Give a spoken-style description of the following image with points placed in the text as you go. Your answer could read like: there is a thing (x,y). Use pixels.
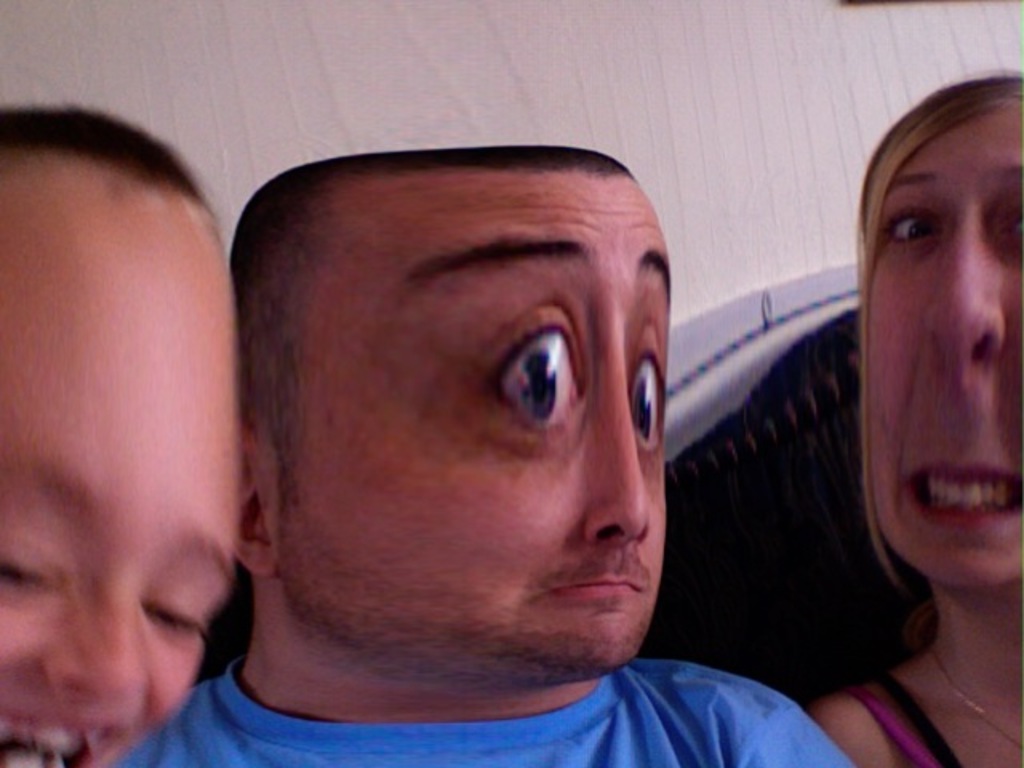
It is an edited picture. Here we can see three people (633,555). On the left side (180,688), we can see a person (14,626) is smiling. Background (723,204) there is a wall (689,136).
